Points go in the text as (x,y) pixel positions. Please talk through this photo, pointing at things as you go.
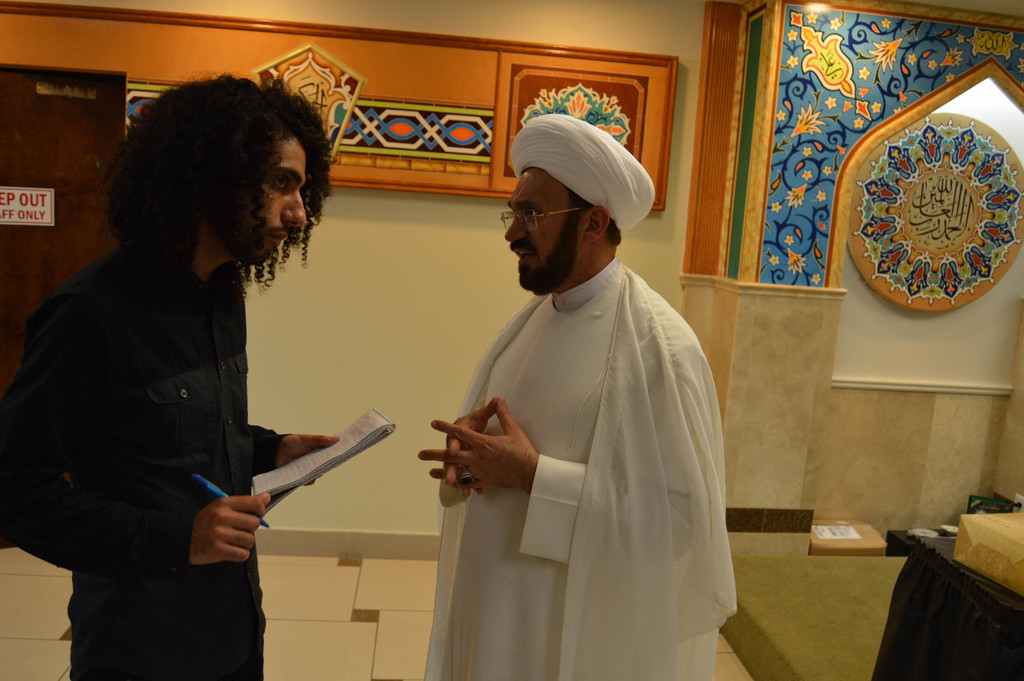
In this image I see 2 men (571,271) in which this man (187,412) is wearing black dress (172,307) and this man (617,528) is wearing white dress (549,480) and I see that this man (200,385) is holding a book (283,472) and a pen (207,487) in his hands (225,506) and I see the floor (410,655). In the background (416,526) I see the wall (507,27) which is of cream in color and I see designs (533,119) on it and I see something is written over here.
